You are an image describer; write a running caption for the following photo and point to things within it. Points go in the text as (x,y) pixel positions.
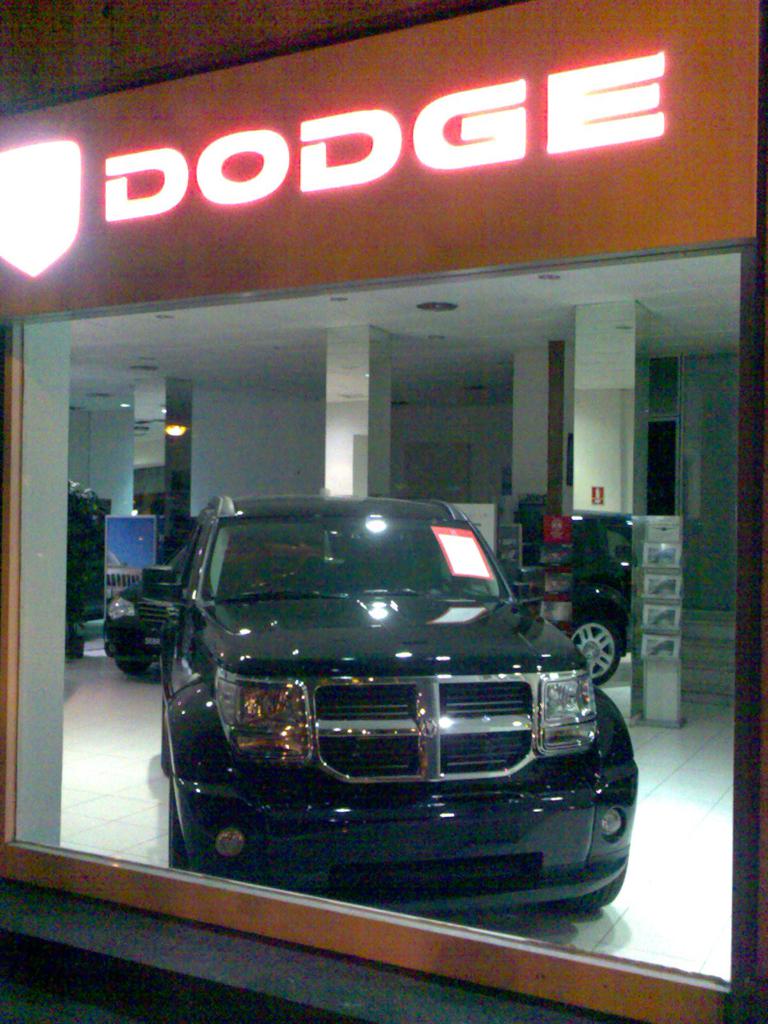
In the center of the image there is a black color car (355,879).
